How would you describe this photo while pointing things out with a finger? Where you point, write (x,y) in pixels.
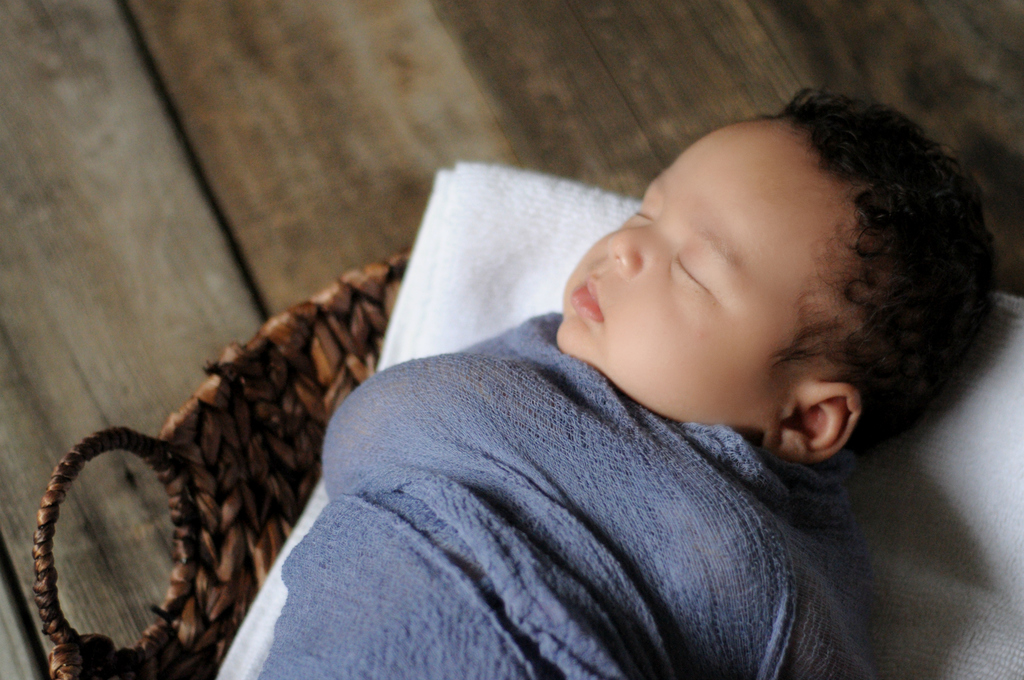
In this image there is a baby (635,454) sleeping on a cloth (873,485), which is white in colour, which is in the basket (273,447).
